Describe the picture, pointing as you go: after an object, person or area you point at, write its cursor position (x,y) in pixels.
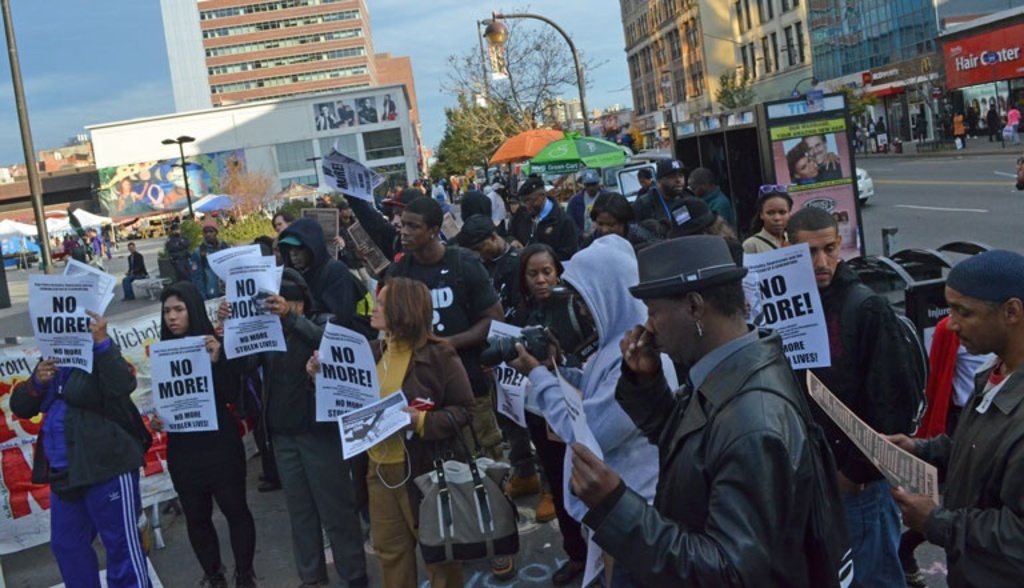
There are group of people (683,221) standing. Among them few people (105,363) are holding the papers (323,391) in their hands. This person (537,384) is holding a camera (524,338). These are the buildings (670,40). This looks like a hoarding (841,171). I can see the umbrellas (579,156). I think this is a street light (586,125). These are the trees (467,160). I can see few people (127,274) sitting. This looks like a pole (35,220). This is the sky (89,27). On the left side of the image (84,216), I think these are the canopy tents (32,236). This is a road (970,199).
